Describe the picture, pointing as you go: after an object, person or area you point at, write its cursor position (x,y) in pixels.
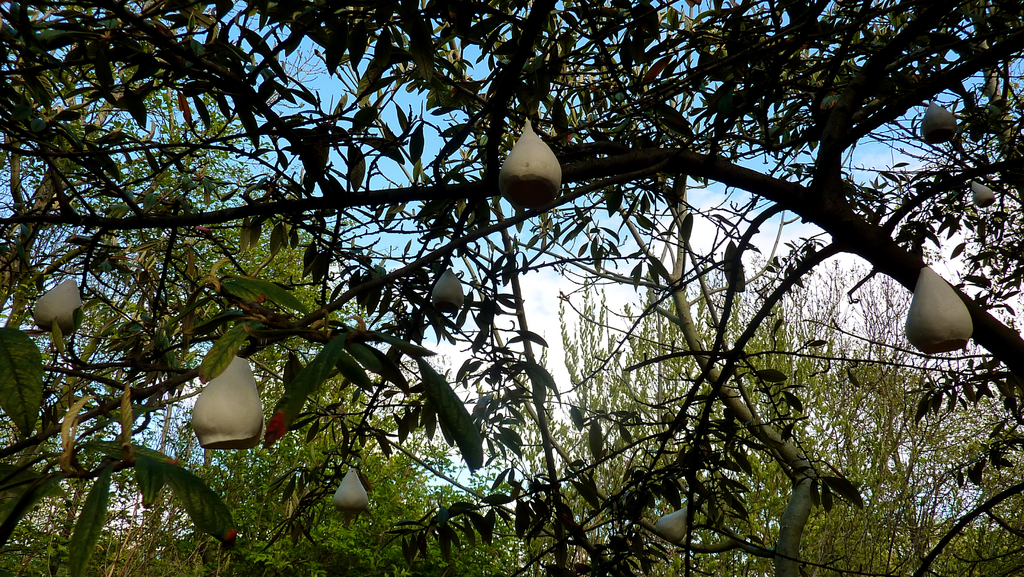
In the foreground of this image (413,285), there is a tree (478,216) with fruits (532,198) and in the background (522,279), there are trees (33,564), the sky (541,275) and the cloud (534,286).
